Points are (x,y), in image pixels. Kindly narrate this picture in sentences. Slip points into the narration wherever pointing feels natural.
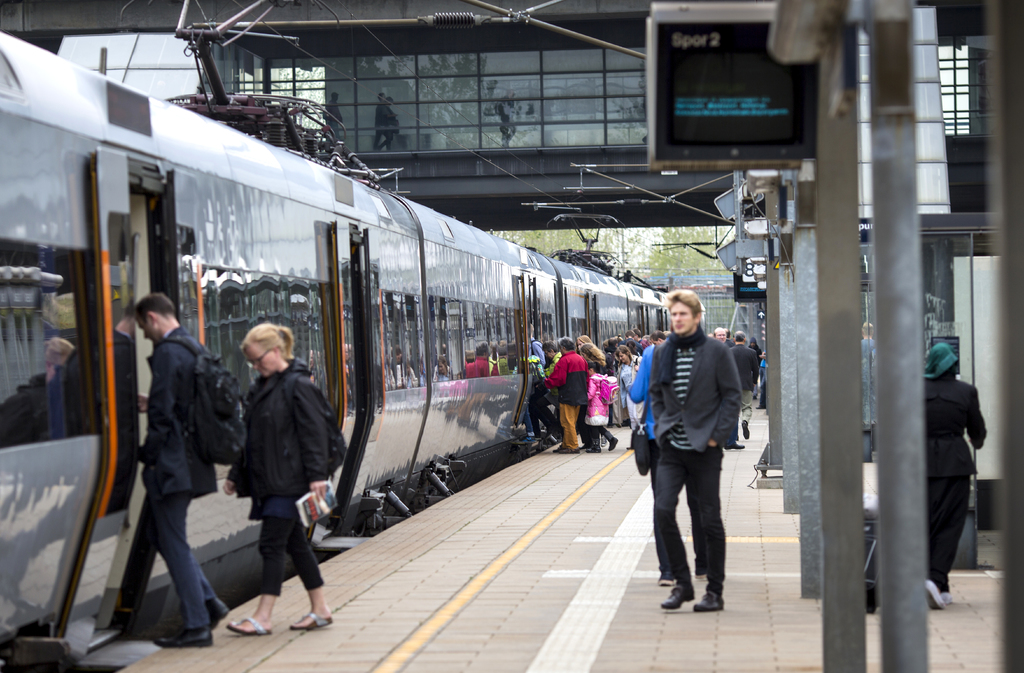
In this picture I can see the platform (394,642) in front (688,424), on which there are number of people (629,385) and I can see the poles (780,263) on the right side of this picture (909,365). On the left side of this picture (110,173) I can see a train (302,193) and I can see the doors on it. On the top of this picture (290,69) I can see the bridge (392,96), few wires (619,47), a screen (688,28) on which there is something written and I can see the trees (638,235).
